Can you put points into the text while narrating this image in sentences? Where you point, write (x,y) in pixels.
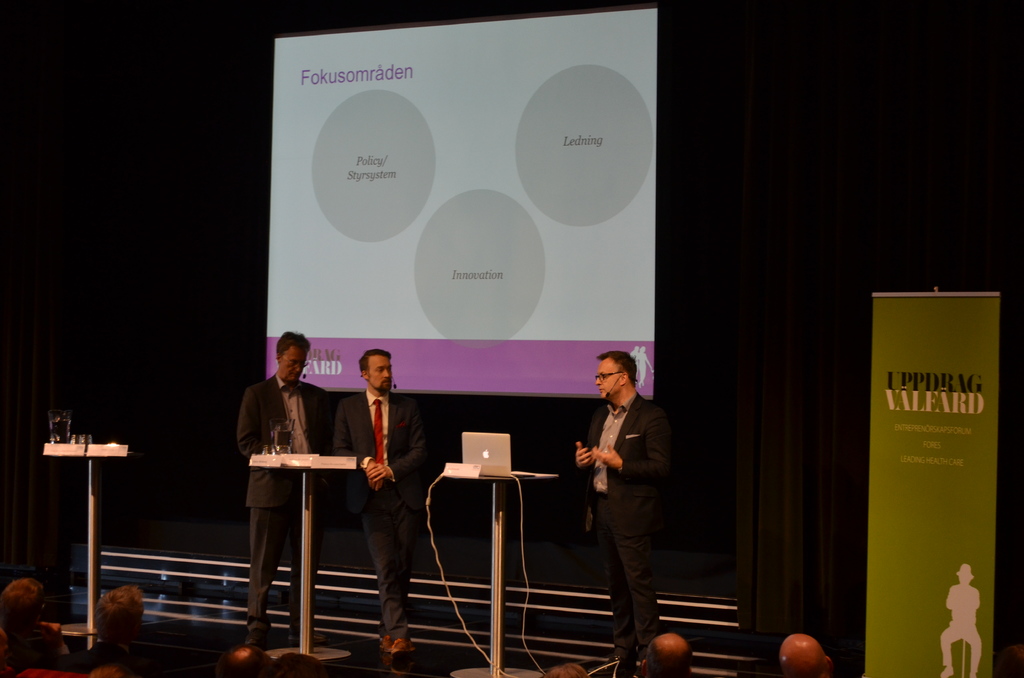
In the picture it looks like some conference, there are three people (324,452) standing in the front (273,439) and there are three tables (501,543) in between them, on the first table (470,462) there is a laptop (476,455) and on the right side (886,412) there is a poster (869,557), in front of the men (251,641) there are few people (93,647) and in the background (278,230) there is a projector screen (374,204) and something is being displayed on that screen (476,254).
